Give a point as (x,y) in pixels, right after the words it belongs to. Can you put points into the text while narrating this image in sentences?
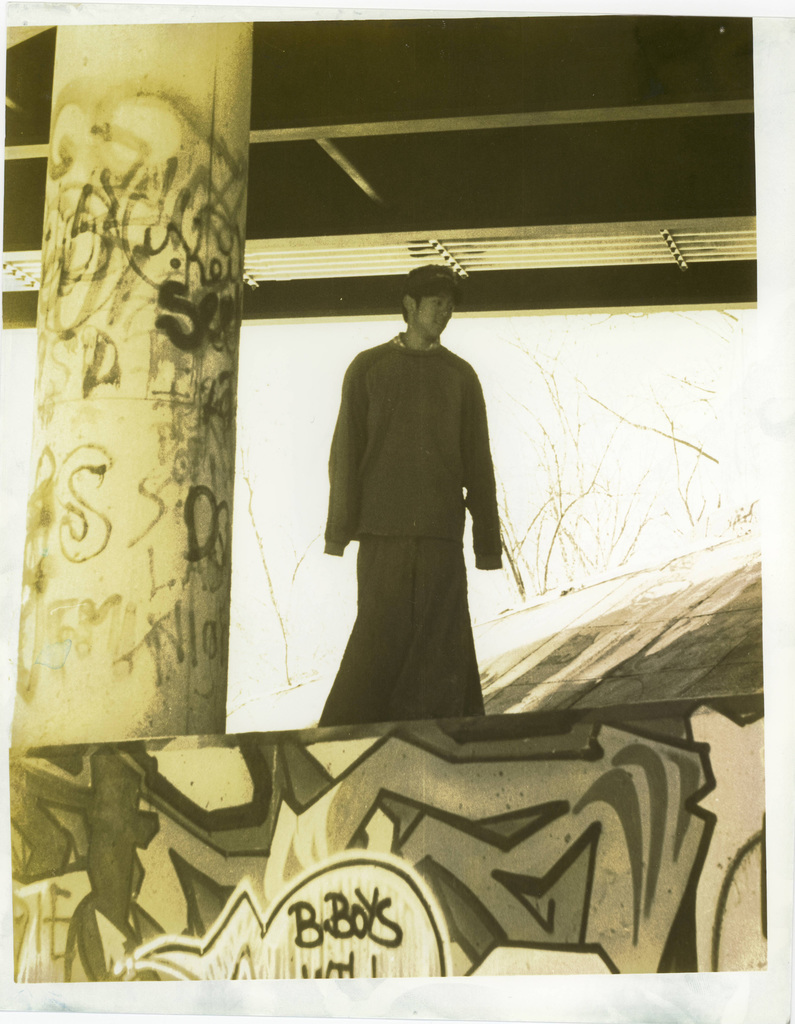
In the center of this picture (403,472) we can see a person (447,406) seems to be standing. On the left (168,194) we can see the pillar (32,617) and we can see the text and some art (277,842) on the wall (317,805) and on the pillar (153,342). In the background (302,317) we can see the roof (522,151), metal rods (499,239) and some other objects (605,656).
